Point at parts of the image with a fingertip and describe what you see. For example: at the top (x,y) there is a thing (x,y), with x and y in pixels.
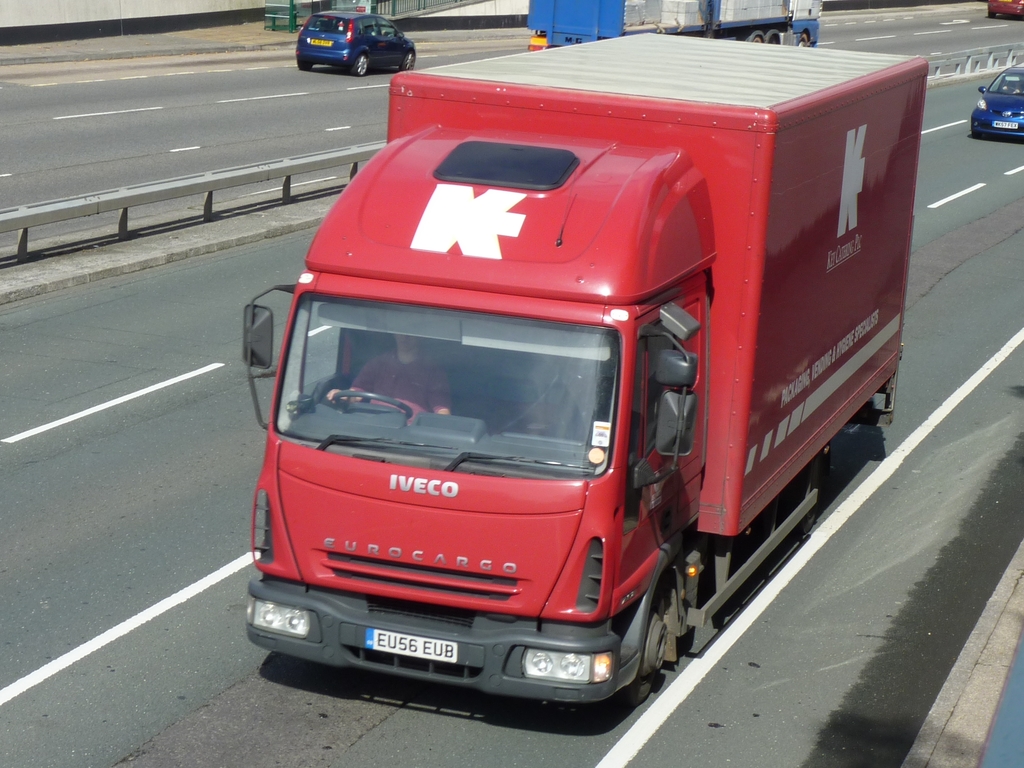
This is the picture of a road (1002,391). In this image there are trucks (466,153) and cars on the road (711,741). In the foreground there is a person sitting inside the truck (581,631). In the middle of the image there is a railing (206,188) and at the back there is a railing (385,11). At the bottom (629,734) there are white lines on the road (733,617).
